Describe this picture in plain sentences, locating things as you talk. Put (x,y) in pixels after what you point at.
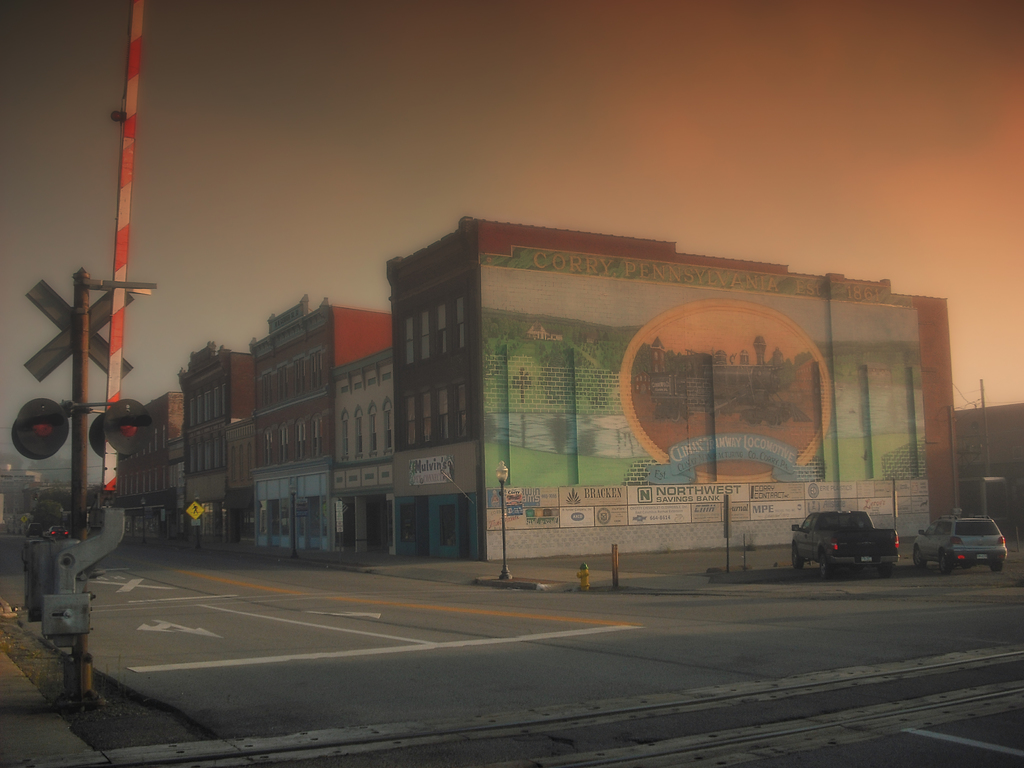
In this image there are buildings (327,468) and we can see poles (81,303). At the bottom (285,592) there is a road (281,579) and we can see cars (808,535). In the background (588,139) there is sky (420,110).
